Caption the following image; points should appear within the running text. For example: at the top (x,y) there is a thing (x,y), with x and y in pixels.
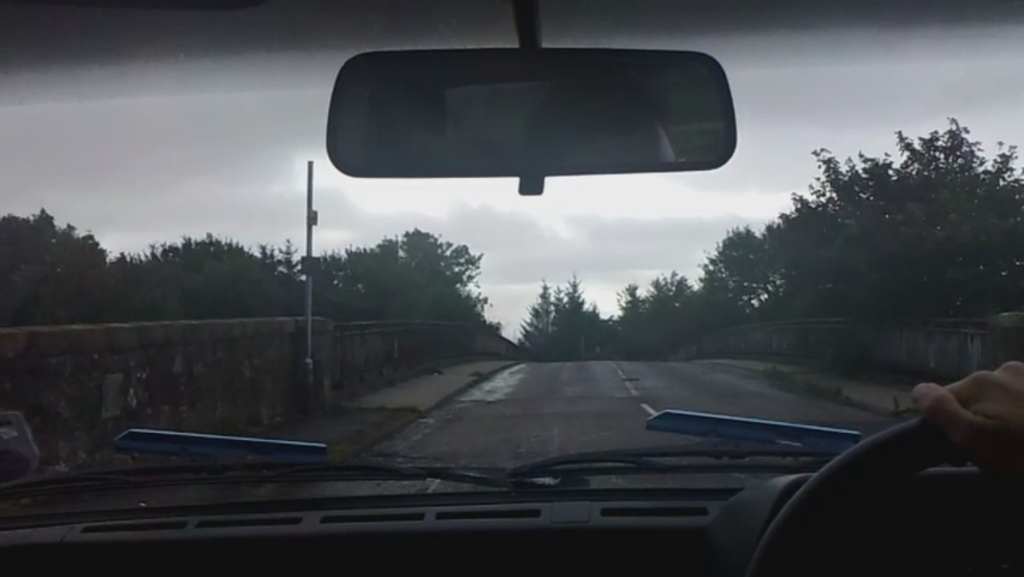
This is an inside of a vehicle (724,501) and here we can see a person (948,429) holding a steering (833,482) and there is a mirror (432,103) and a glass (490,303), through the glass (327,251) we can see a pole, trees (196,255), a wall (337,335) and there is a road (596,384). At the top (178,128), there is sky (168,109).
